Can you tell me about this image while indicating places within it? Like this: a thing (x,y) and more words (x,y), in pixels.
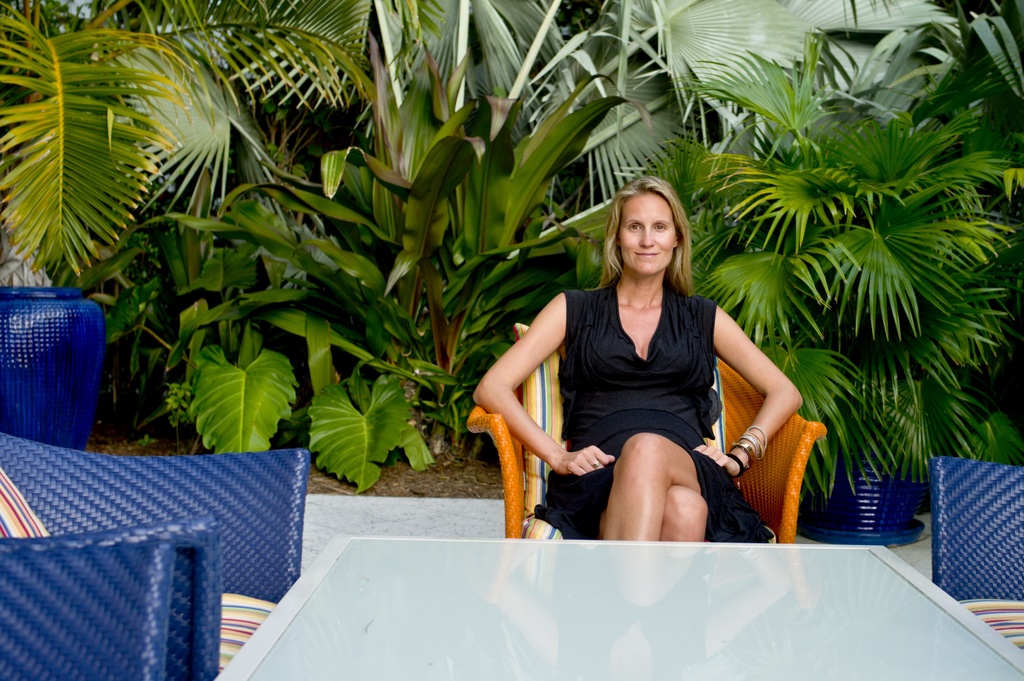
In this image i can see a woman (716,340) sitting on chair (742,429) at right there are few other chairs (283,472) at the back ground (334,319) i can see a plant (459,268).
